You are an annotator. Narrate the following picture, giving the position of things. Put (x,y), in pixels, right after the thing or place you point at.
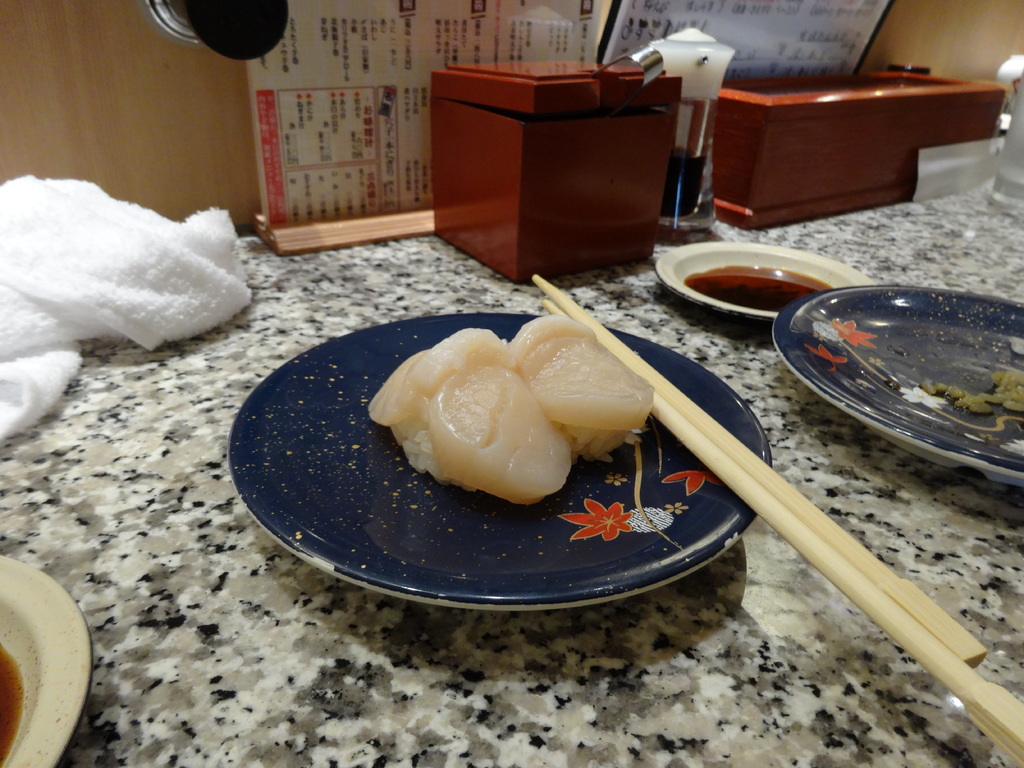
In this image we can see some food item (467,460) which is placed in a plate (638,536) there are chopsticks (738,460) and there is another plate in which there is sauce (784,305) and in the background of the image (594,186) there are some objects (748,167) which are in brown color, there is towel (171,228), menu cards (284,39) and there is a cardboard sheet (209,171).
